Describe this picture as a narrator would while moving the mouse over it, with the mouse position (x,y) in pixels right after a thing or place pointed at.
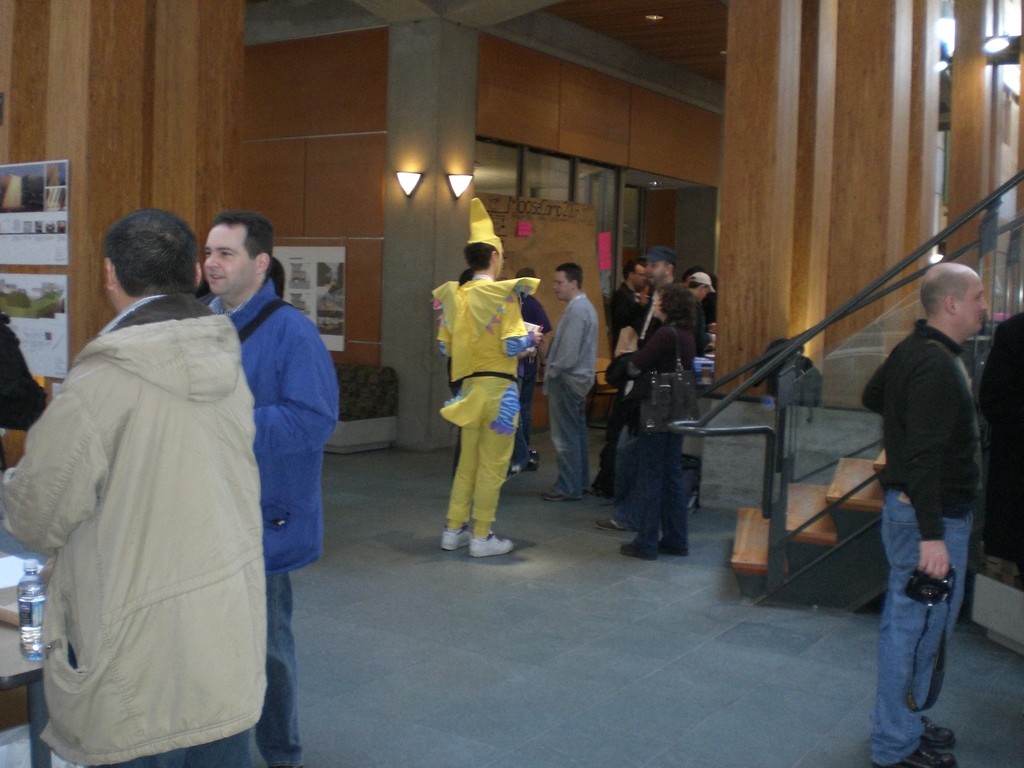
In this image we can see there are many people (265,522) standing and in the middle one person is wearing a fancy dress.
